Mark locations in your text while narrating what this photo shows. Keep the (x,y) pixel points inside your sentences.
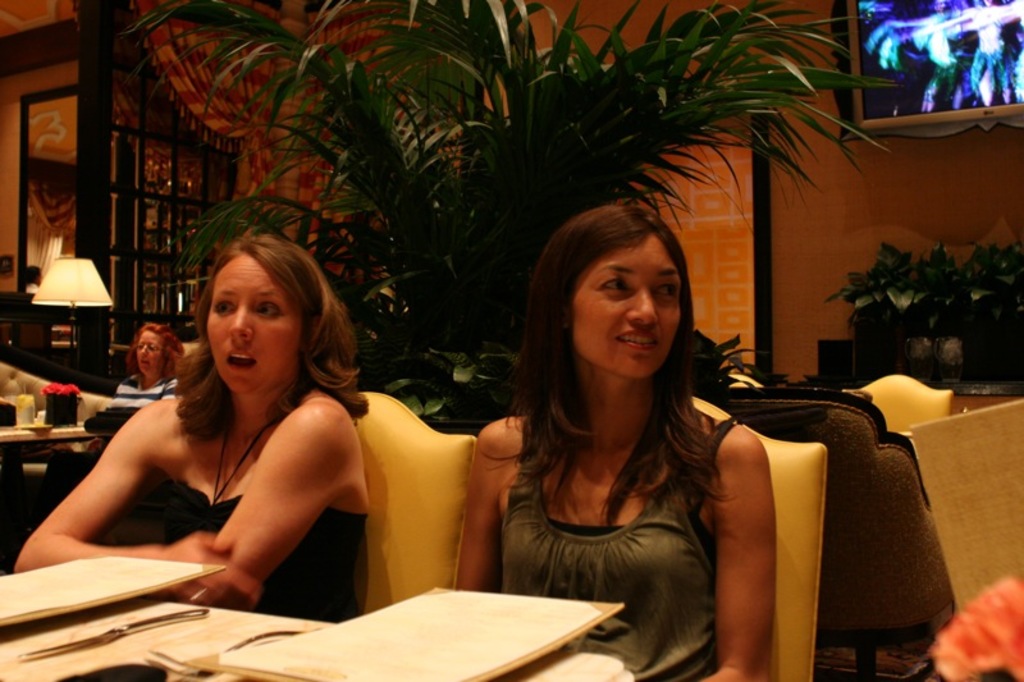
There are two ladies (254,548) are sitting on chairs (397,488). In front of them there is a table (132,664). On the table (155,639) there is a paper (327,631) and knife (123,634). Besides them there is a plant (400,181), television (917,40), table lamp (97,273), door (193,203).
